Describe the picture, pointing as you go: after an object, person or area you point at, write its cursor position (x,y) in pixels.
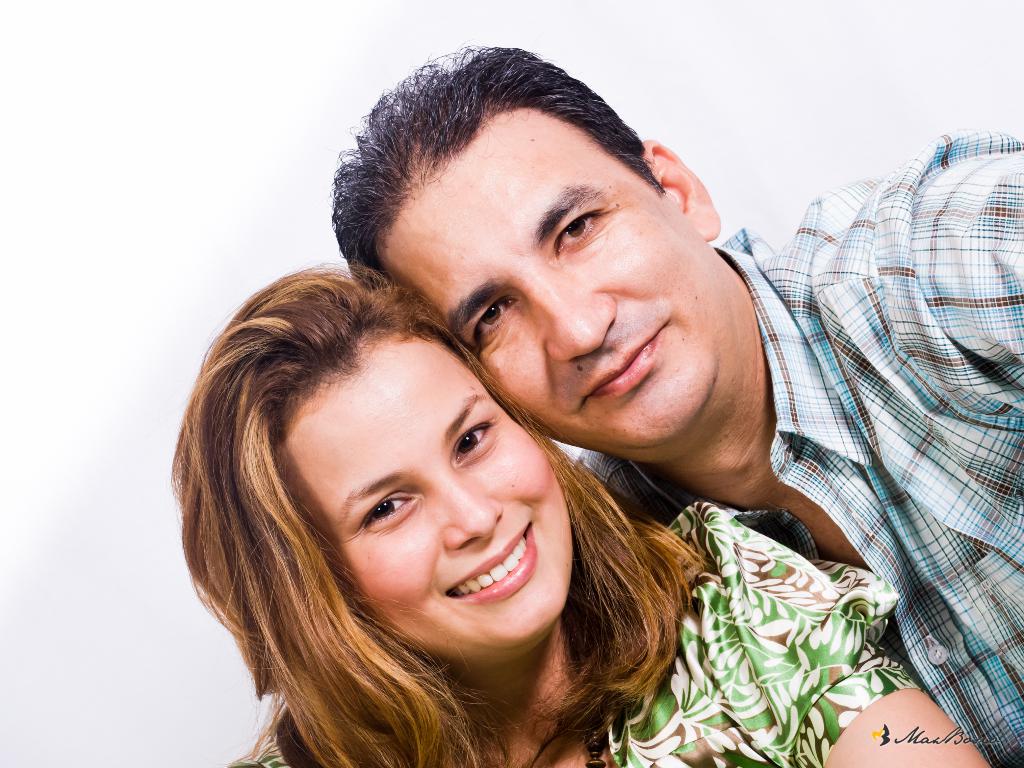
In this image we can see two persons (795,414) wearing dress (706,639).
